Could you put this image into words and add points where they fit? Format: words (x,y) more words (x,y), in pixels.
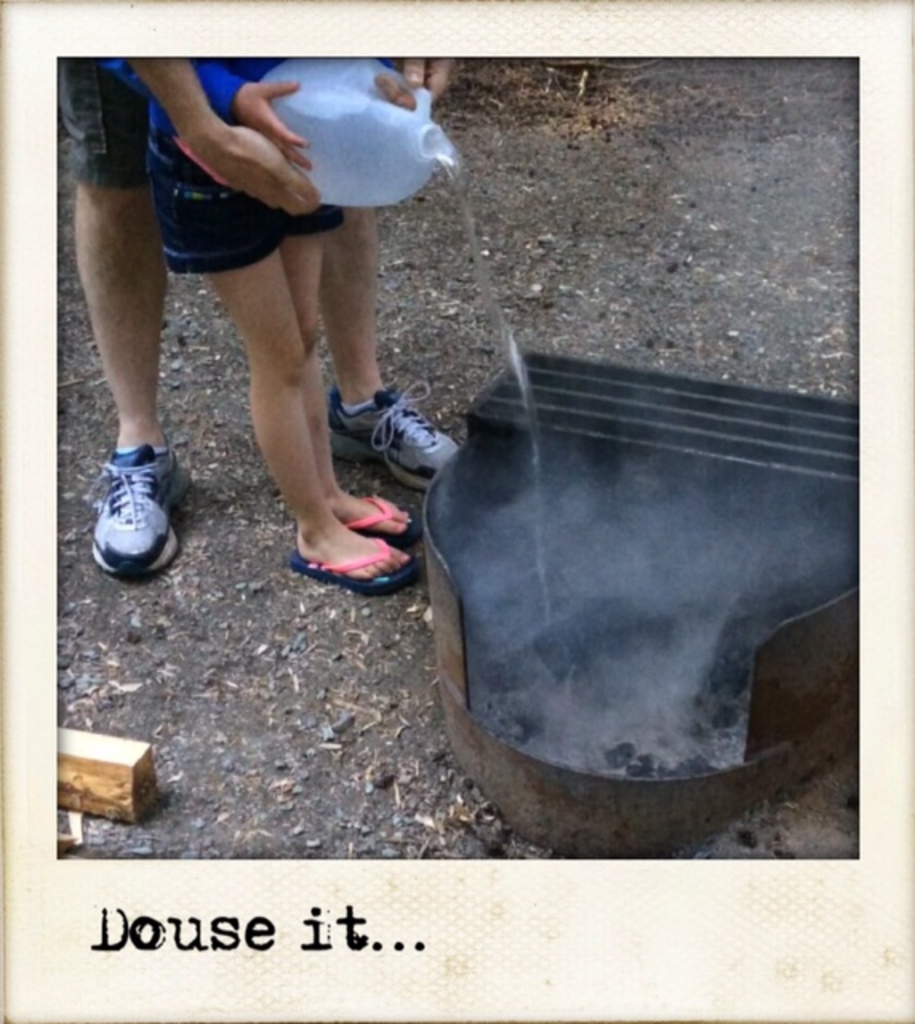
In this image I can see a container (688,473) on the right side (769,495), on the left side (163,259) there are two persons (91,137) holding a bottle (424,125), pouring a liquid (468,225) on it, there is a small wooden piece (83,735) visible in the bottom left (147,760), at the bottom (146,923) there is a text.
